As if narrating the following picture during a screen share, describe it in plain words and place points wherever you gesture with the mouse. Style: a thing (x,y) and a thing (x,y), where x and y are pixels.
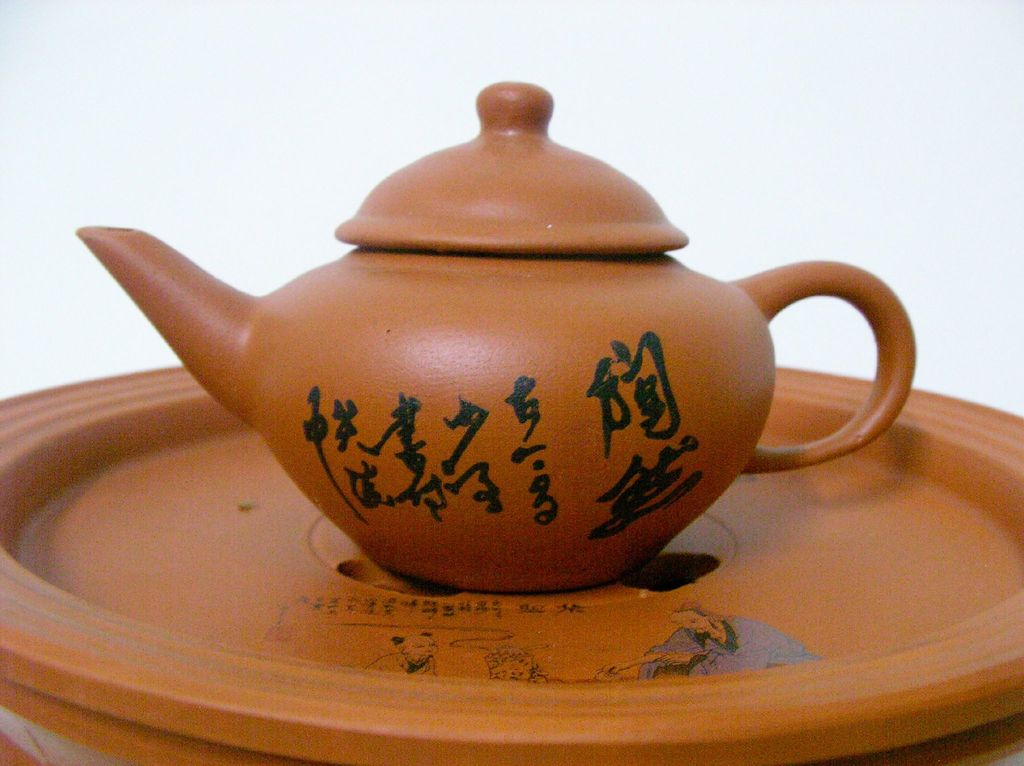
In this picture we can see a tea pot (416,533) and this teapot (584,189) is placed on a plate (60,404) with a painting (660,646) on it.
